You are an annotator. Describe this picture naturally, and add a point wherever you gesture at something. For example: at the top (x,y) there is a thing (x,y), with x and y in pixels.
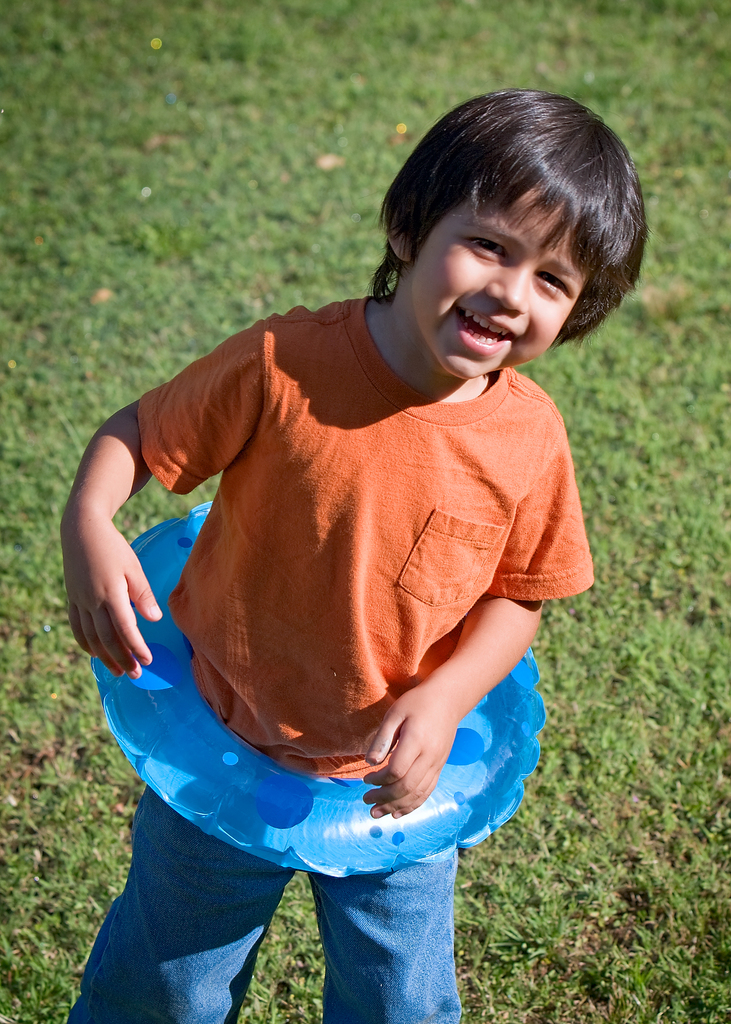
In this image we can see a kid (273,867) wearing a tube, is standing and posing for a picture, there is grass (726,650) in the background (523,950).
